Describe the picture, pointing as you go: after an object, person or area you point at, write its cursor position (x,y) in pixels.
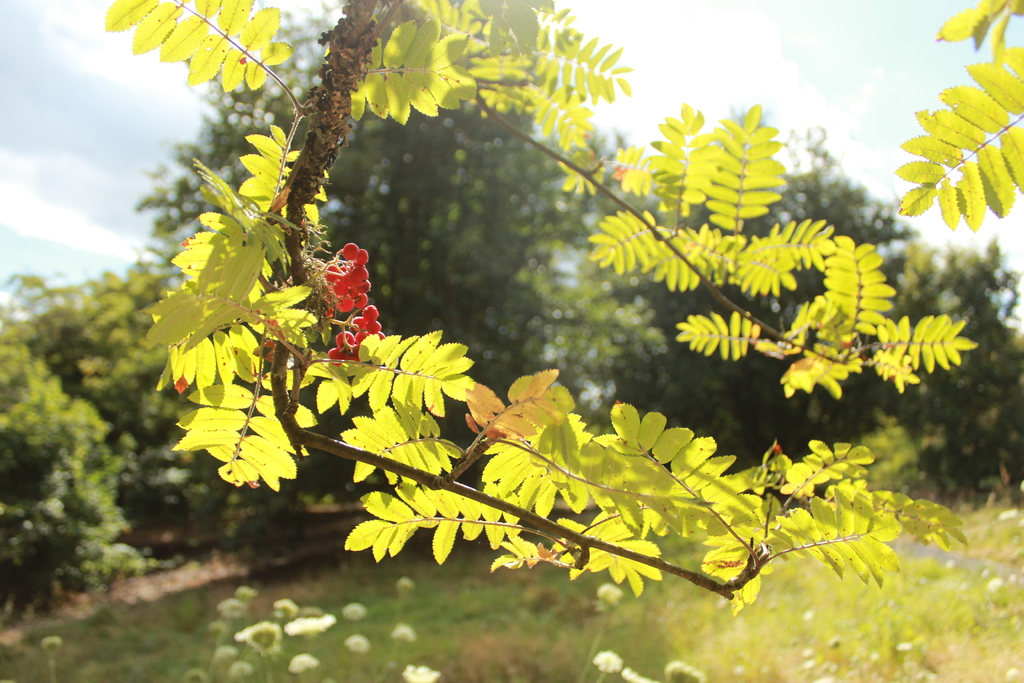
In this image, we can see some trees (422,281). We can also see the ground (1002,522). We can see some grass (579,602), flowers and plants (619,468). We can also see the sky (75,166).
